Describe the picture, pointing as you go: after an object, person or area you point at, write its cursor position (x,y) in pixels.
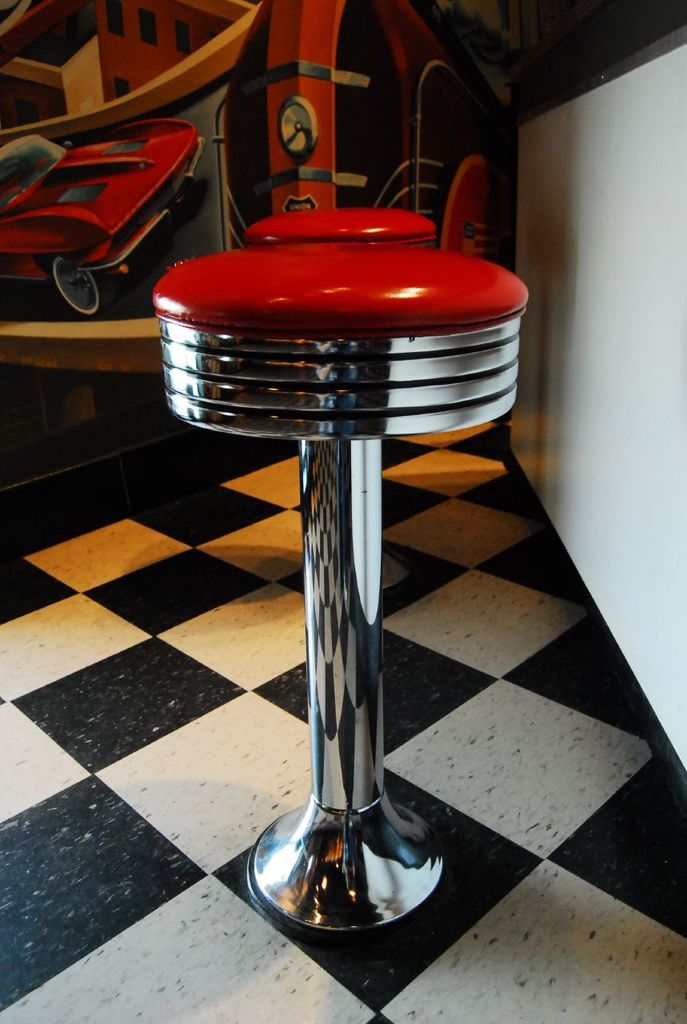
Here in this picture we can see fancy chairs (294,247) present on the floor (296,551) and on the wall (182,190) we can see some posters (185,226) present.
